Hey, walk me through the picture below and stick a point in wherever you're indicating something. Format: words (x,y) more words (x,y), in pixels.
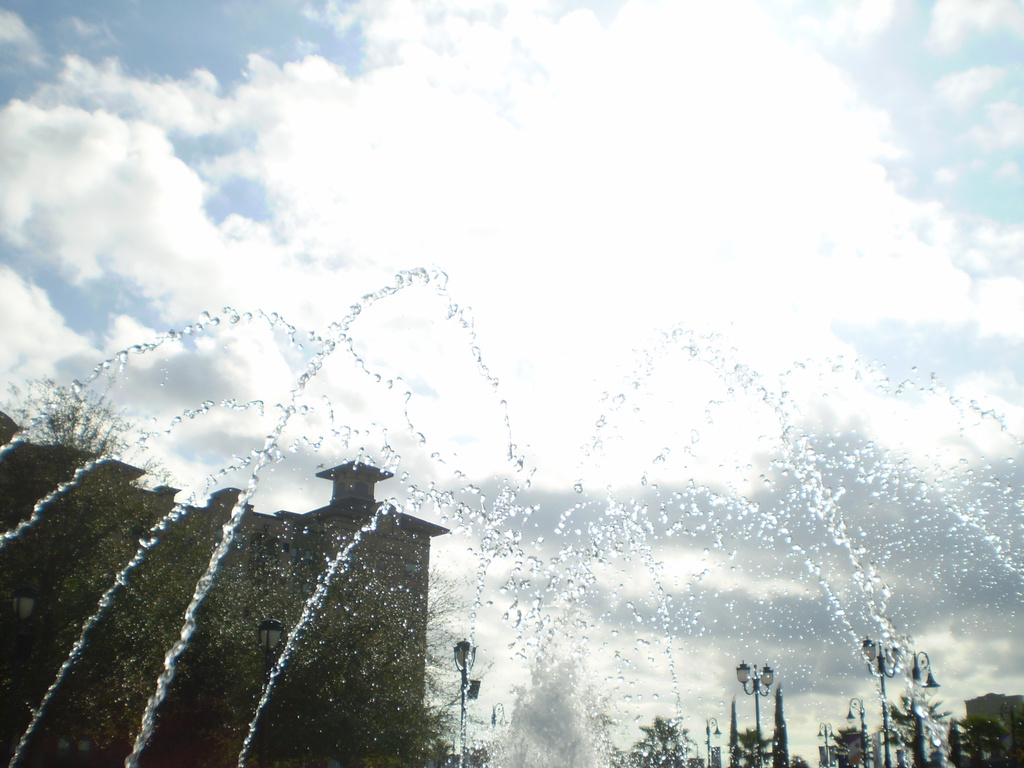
In this picture I can see the fountain (518,766), street lights (886,733) and trees (961,733). At the top (481,162) I can see the sky (449,167) and clouds (507,167).
